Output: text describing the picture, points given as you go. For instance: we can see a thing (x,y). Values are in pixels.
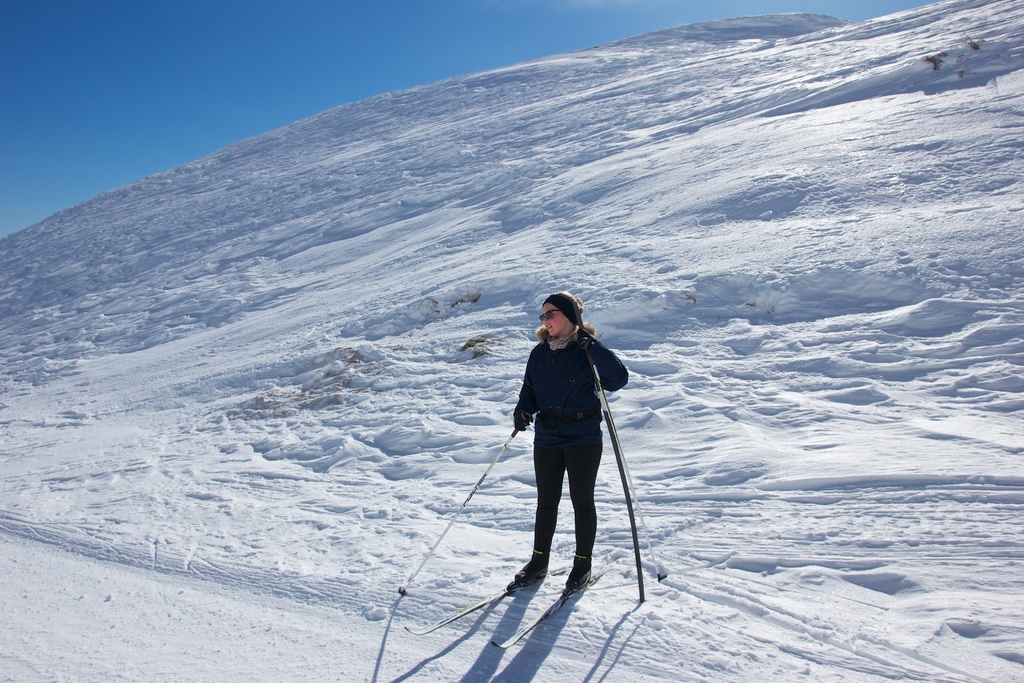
In this picture we can see a woman (545,401) wore goggles (547,320), gloves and holding sticks (620,474) with her hands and standing on skis (510,595) and at the back of her we can see snow (392,207) and in the background (299,95) we can see the sky (259,95).
